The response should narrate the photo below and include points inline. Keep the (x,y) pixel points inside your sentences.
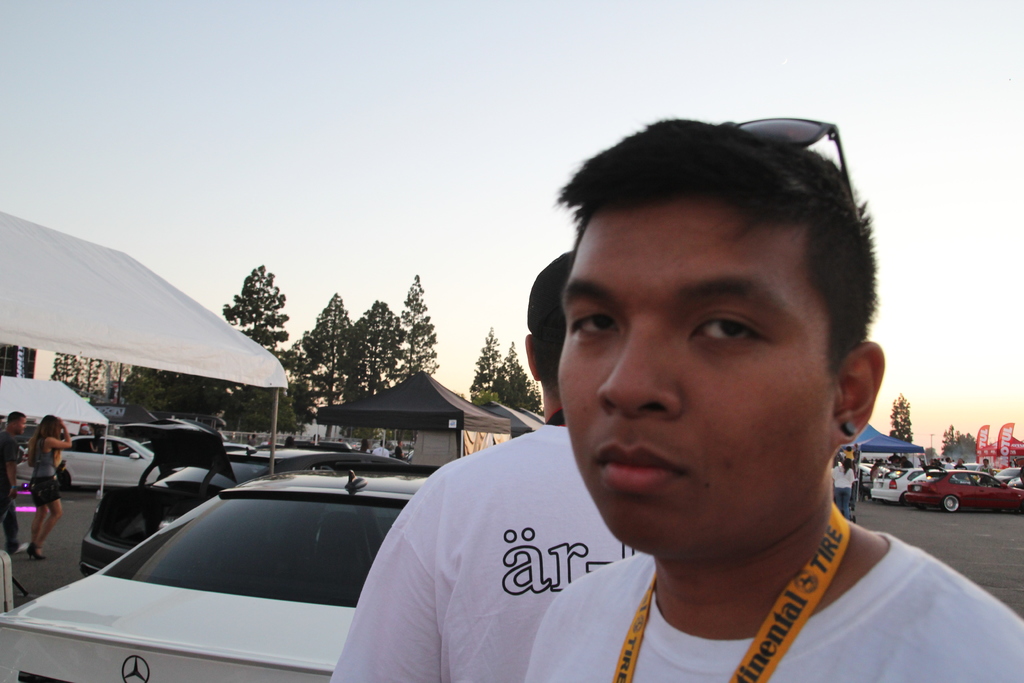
In the foreground of the picture (630,437) I can see a man (833,516) wearing a white color T-shirt (918,641) and there is a tag (799,599) on his neck (677,607). I can see a man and a woman (30,543) walking on the road (60,544) on the left side (41,550). In the image I can see the cars (95,540), tents (89,410) and trees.
